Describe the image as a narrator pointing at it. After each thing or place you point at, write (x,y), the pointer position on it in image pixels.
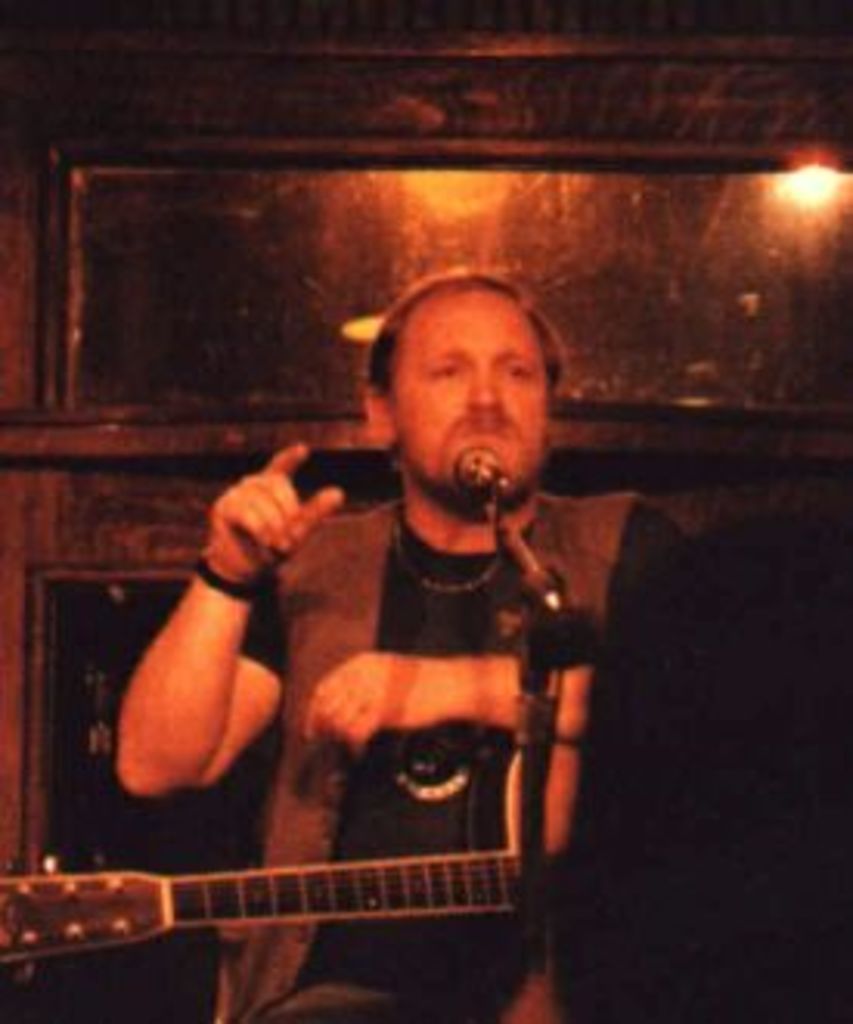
In the center of the image (453,604) we can see a man (449,570) sitting and holding a guitar (254,879), before him there is a mic (481,485) placed on the stand (539,763). In the background (601,302) there is a wall (706,275) and we can see a light (820,181).
